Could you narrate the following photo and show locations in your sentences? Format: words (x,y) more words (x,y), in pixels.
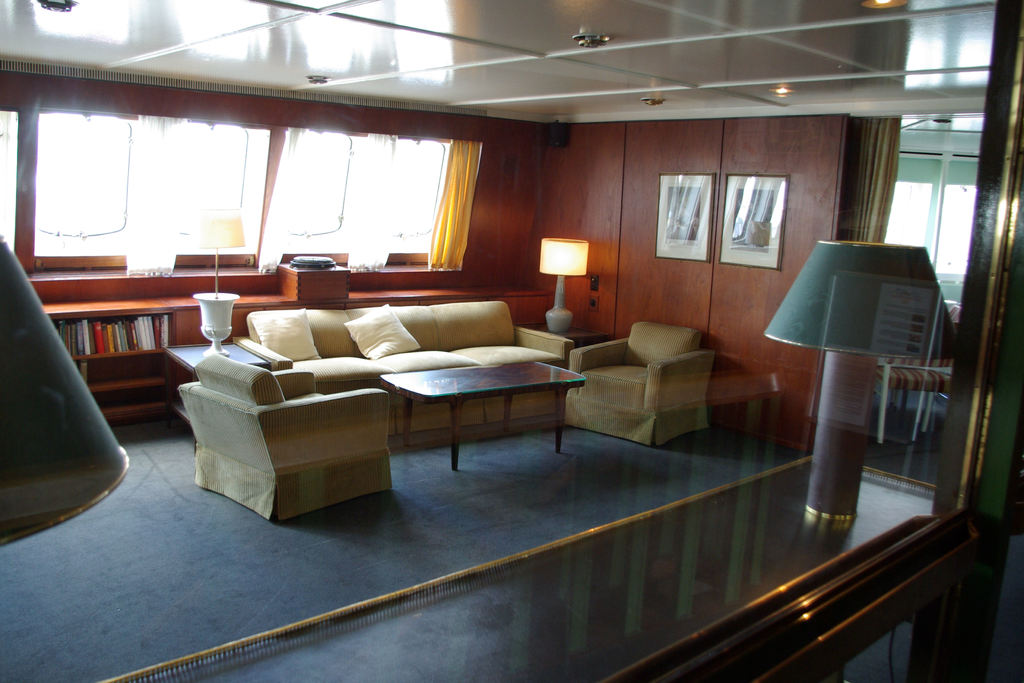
Pictures (670,193) on the wooden wall (543,225). In this rack (131,348) there are books (100,336). Here we can see couch (475,343), pillows (370,353), chairs (638,350) and tables (511,391). On these tables (564,335) there are lamps (543,267). These are windows (422,193).
